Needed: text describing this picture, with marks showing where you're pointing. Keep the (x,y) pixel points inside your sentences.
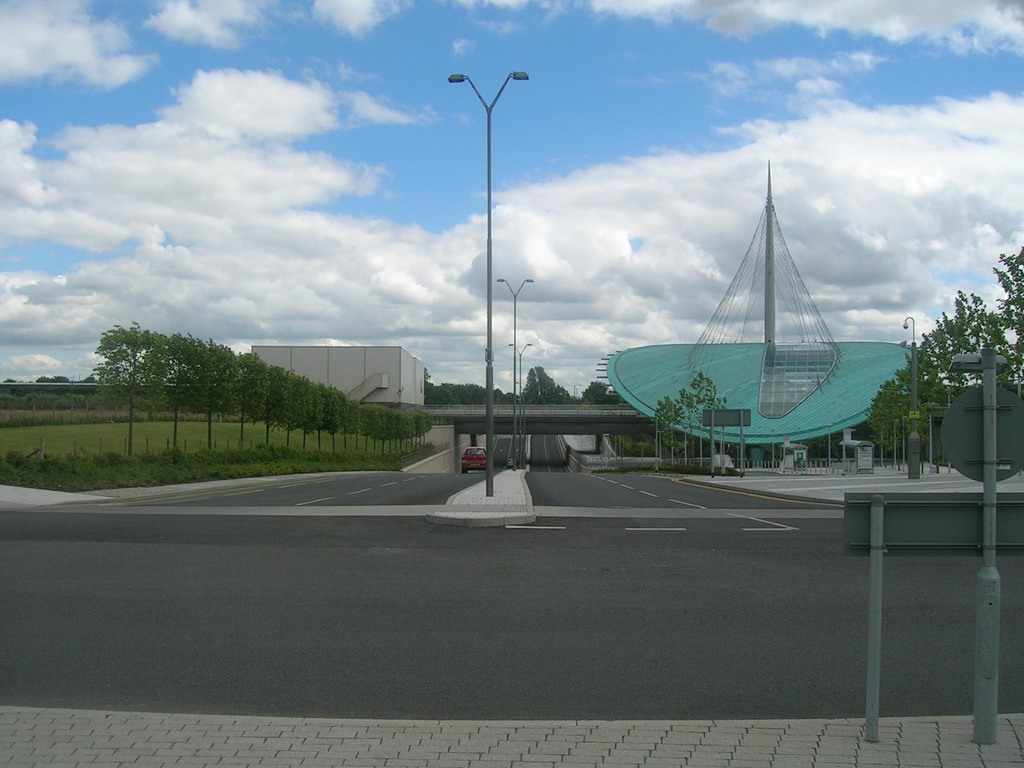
This picture is taken on the wide road (599,645). In this image, on the right side (990,501), we can see a pole (994,487) and board (930,510). On the right side (929,365), we can also see some trees (969,316), street light (917,360). On the left side (110,452), we can see some trees (174,404), plants (264,453), building (300,372), In the middle of the image (514,498), we can see a footpath (527,482), street light (515,364) and a pole (775,343), car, bridge (476,416), trees (536,392), plants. At the top (687,134), we can see a sky (628,117) which is a bit cloudy, at the bottom (653,524), we can see a road (668,552) and a footpath (93,750).
